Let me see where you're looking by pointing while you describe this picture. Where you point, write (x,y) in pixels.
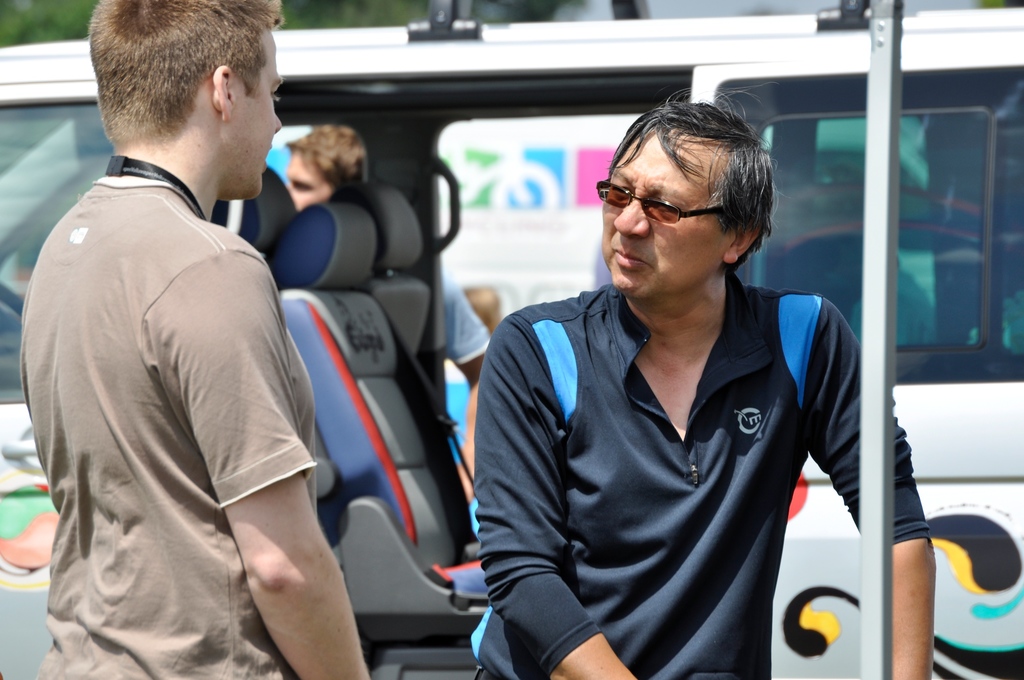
There are two persons (167,536) standing as we can see at the bottom of this image (430,541), and there is a vehicle (858,314) in the background (802,152).
